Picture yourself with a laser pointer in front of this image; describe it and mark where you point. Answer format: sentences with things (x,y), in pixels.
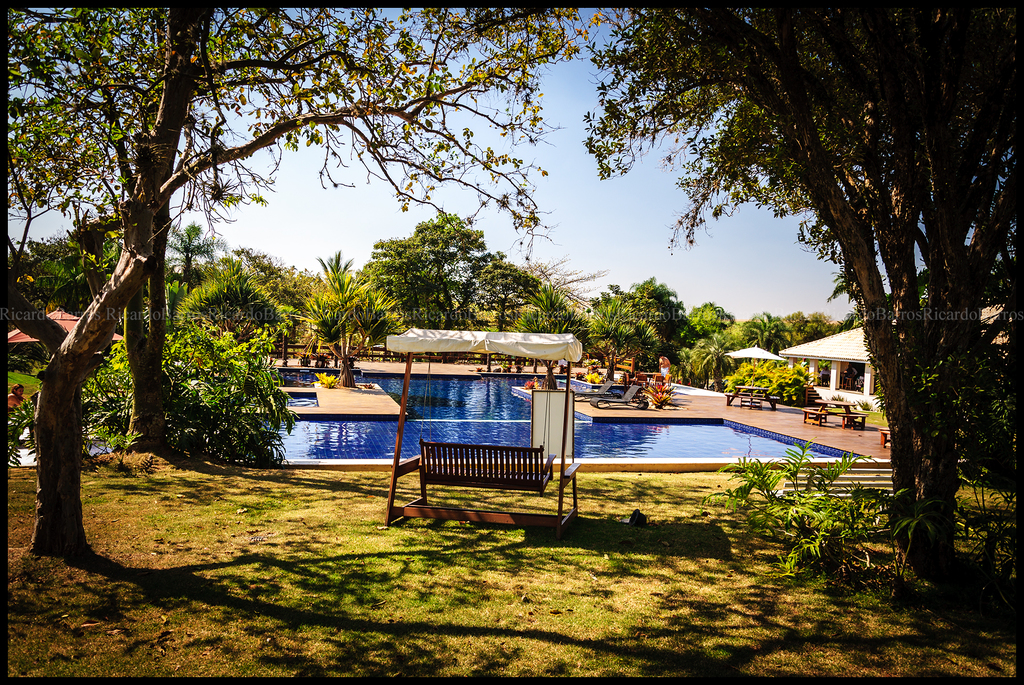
In this image, we can see a swimming pool (676,440) in between trees (849,167). There is a swing (451,446) in the middle of the image (510,343). There is a shelter (803,349) on the right side of the image (829,353).
